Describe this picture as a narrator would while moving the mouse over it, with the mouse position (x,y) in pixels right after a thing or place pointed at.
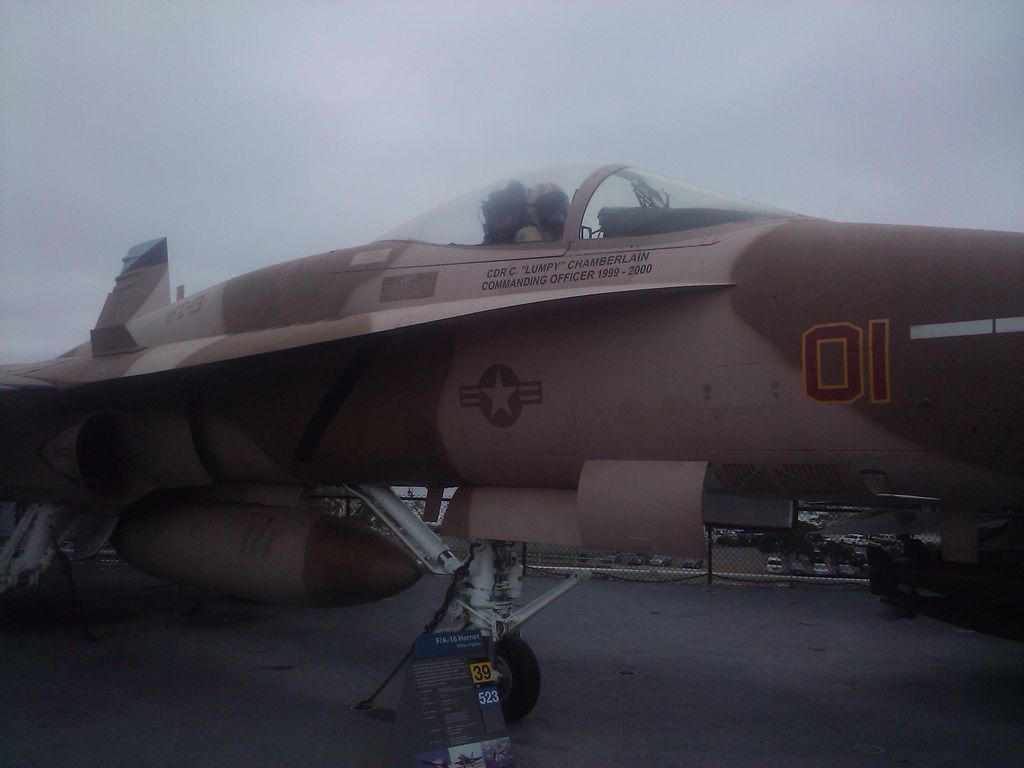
In this image I can see an aircraft (486,436) on the ground (625,661). I can see a person (547,216). At the top (482,110) I can see the sky (343,122).
